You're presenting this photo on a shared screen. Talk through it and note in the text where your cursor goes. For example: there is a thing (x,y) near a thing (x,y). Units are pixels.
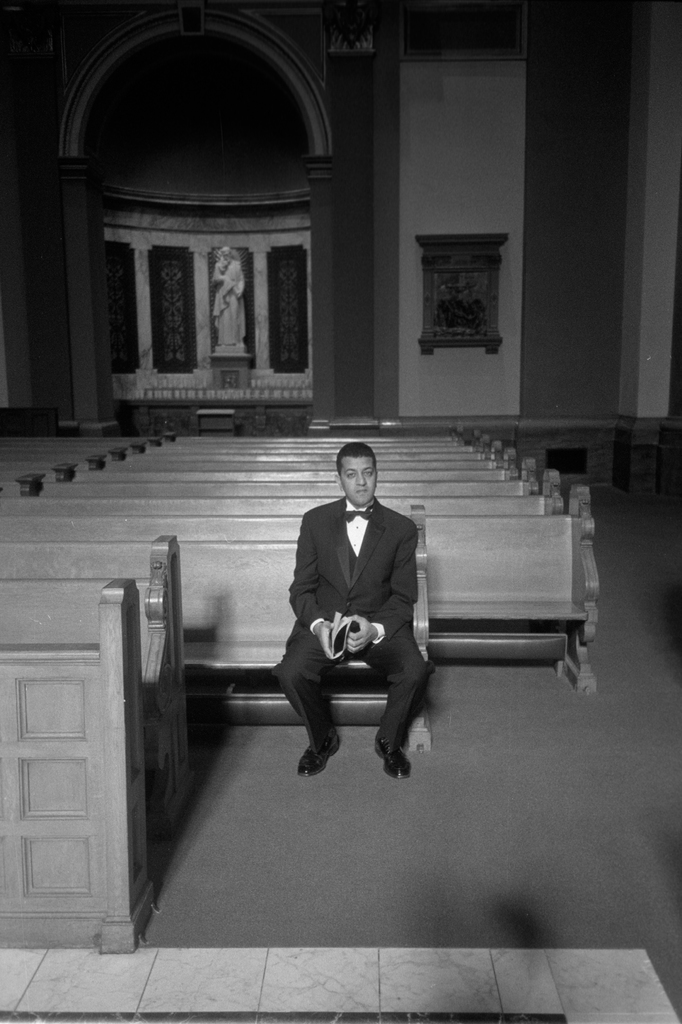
There is a black and white image. In this image, there is a person (366,604) wearing clothes (335,569) and sitting on the bench (245,598). There is a sculpture (241,295) and benches (306,466) in the middle of the image (256,483).
